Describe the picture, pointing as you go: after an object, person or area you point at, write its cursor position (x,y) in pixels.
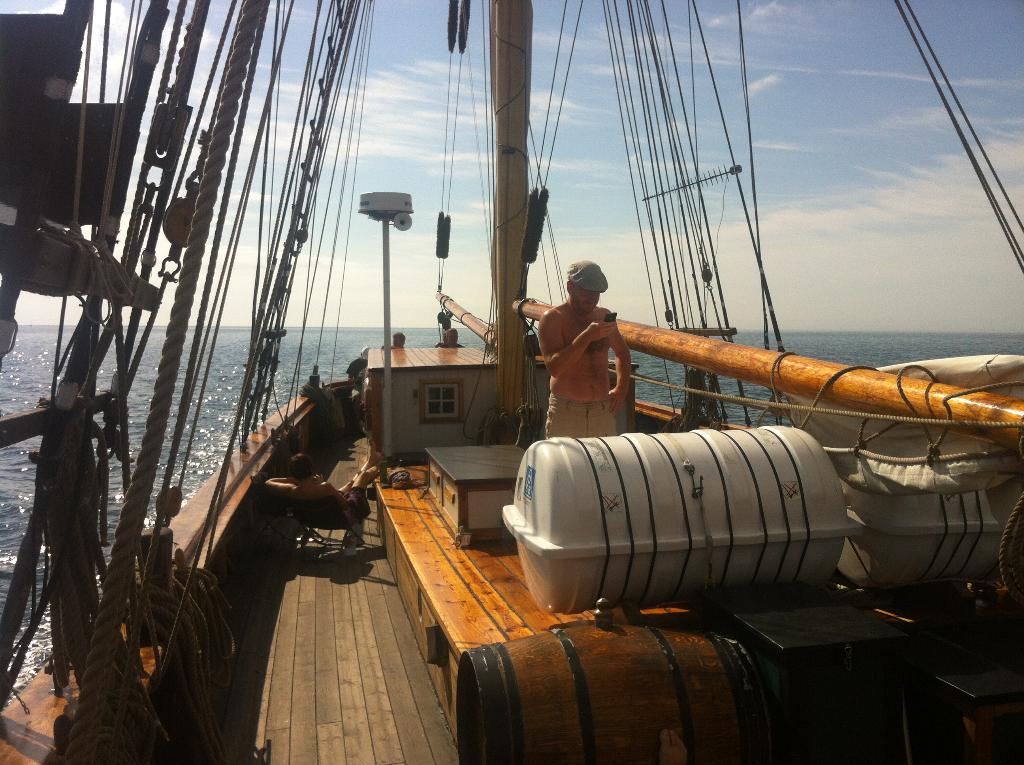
As we can see in the image there is water (141,362), sky (683,9), boat (409,386), containers (610,611), chair (320,512) and some people (317,494) over here.
